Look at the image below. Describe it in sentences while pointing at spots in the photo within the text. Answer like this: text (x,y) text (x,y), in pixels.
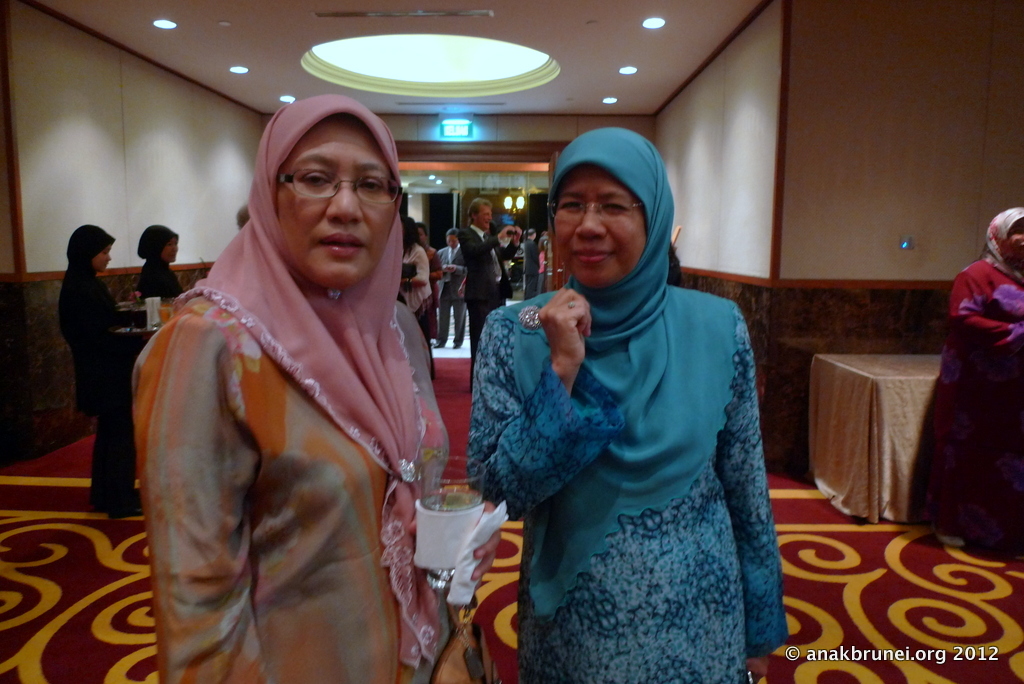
In the center of the image (614,256) we can see two ladies (292,441) standing. The lady (240,601) standing on the left (215,605) is holding a paper (464,586) and a glass (455,475). In the background (72,255) there are people (1022,398) and we can see a table (893,390). At the top (347,63) there are lights (363,63) and there is a door (534,203).
